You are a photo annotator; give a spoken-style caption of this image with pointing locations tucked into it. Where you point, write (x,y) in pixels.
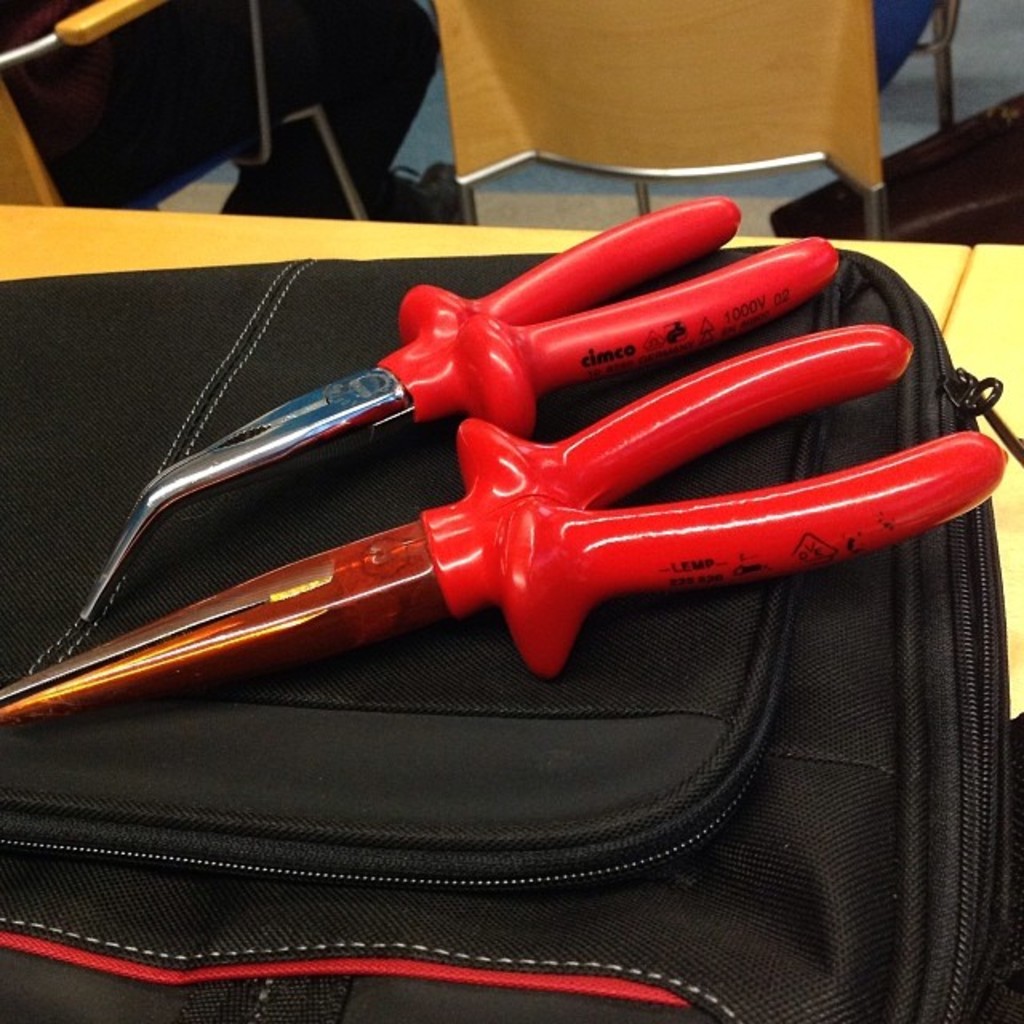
In this image, we can see there are two red color objects (591,353), placed on a black color bag (652,631), this bag (636,958) is placed on a table (1014,289). In the background (615,0), there are other objects (54,86).
